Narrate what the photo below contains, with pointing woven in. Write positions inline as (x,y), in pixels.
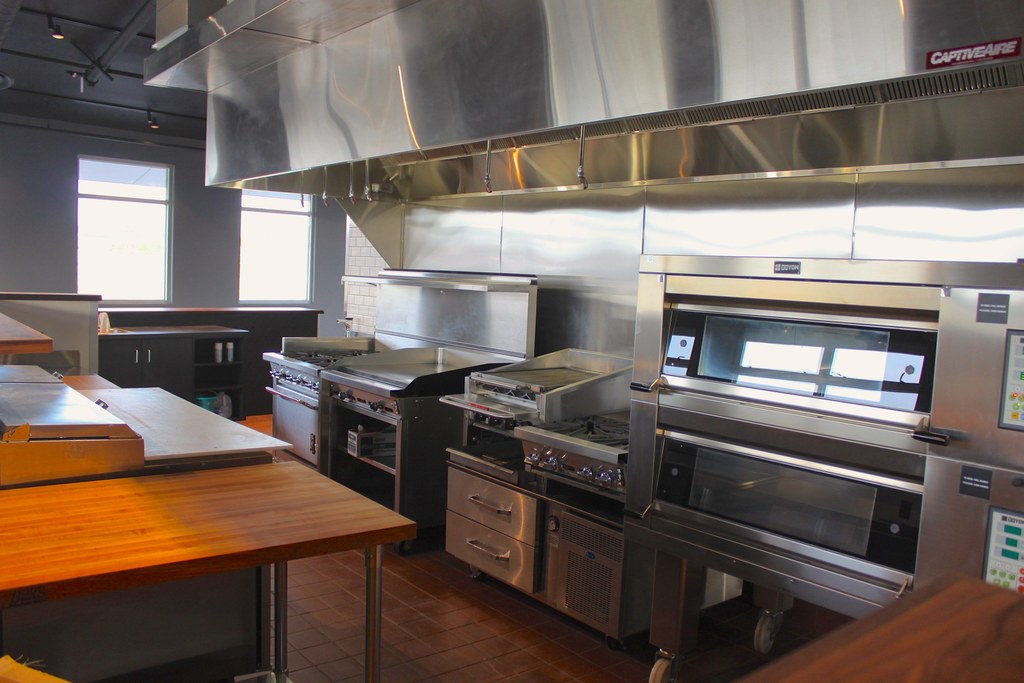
In the image we can see there are machine (393,419) which are kept on the floor (304,577) and there is a table (209,439) which is kept.
